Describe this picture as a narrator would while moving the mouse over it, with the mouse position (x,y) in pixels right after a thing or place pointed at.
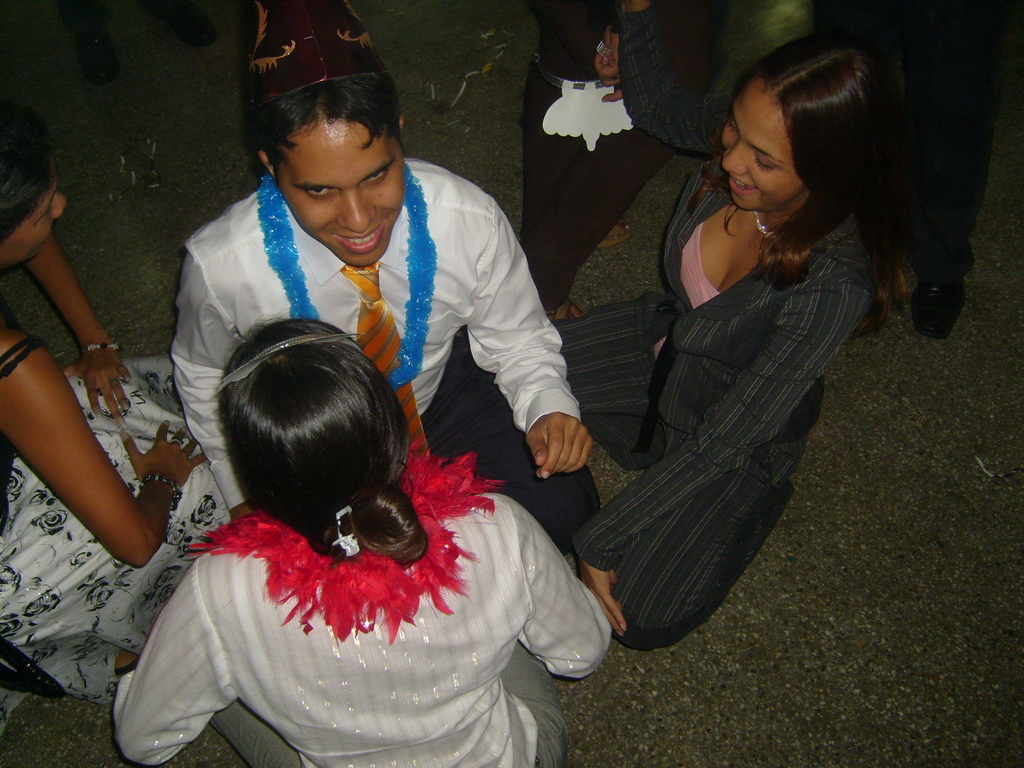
This picture describes about group of people (358,444), in the middle of the image (380,276) we can see a man (380,276), he wore a white color dress (399,245) and he is smiling.
